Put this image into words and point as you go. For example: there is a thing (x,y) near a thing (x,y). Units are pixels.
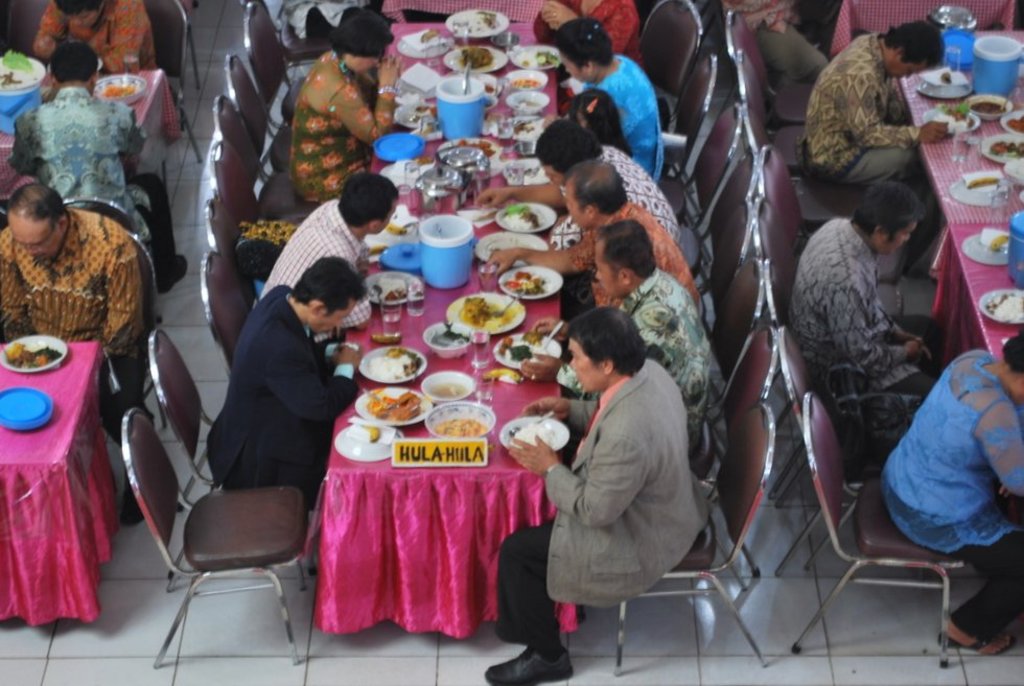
In this image i can see group of people (596,126) sitting on chairs (106,214) around the dining table (421,344). On the dining table (437,341) i can see plates (421,358), bowls (442,418) and boxes (420,257) with food items (502,310) in them.
